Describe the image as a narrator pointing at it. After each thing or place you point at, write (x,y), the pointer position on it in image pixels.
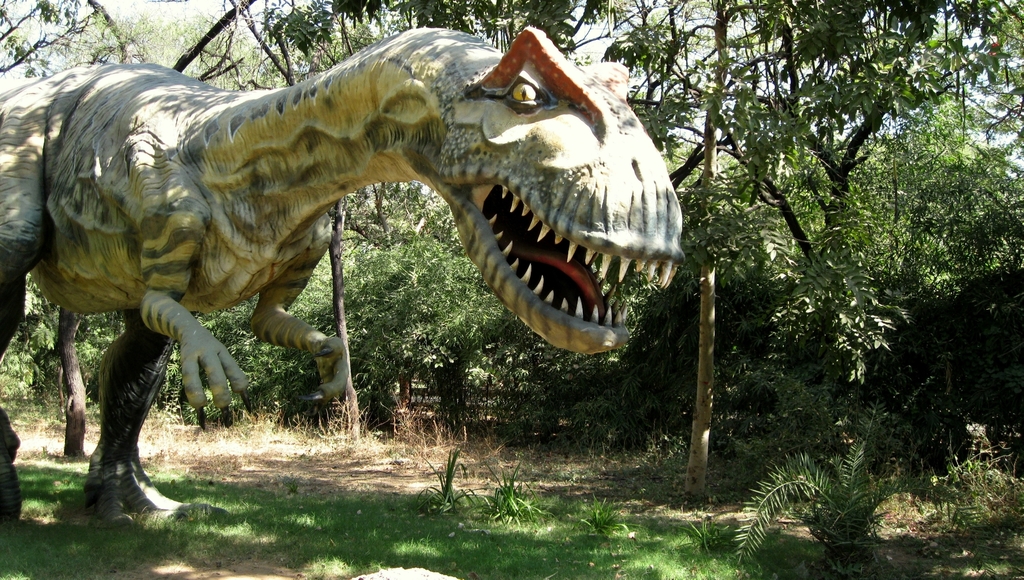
In the image we can see there is a dinosaur statue (96,256) standing on the ground (277,503) and the ground (302,536) is covered with grass (391,511). Behind there are lot of trees (395,212).
